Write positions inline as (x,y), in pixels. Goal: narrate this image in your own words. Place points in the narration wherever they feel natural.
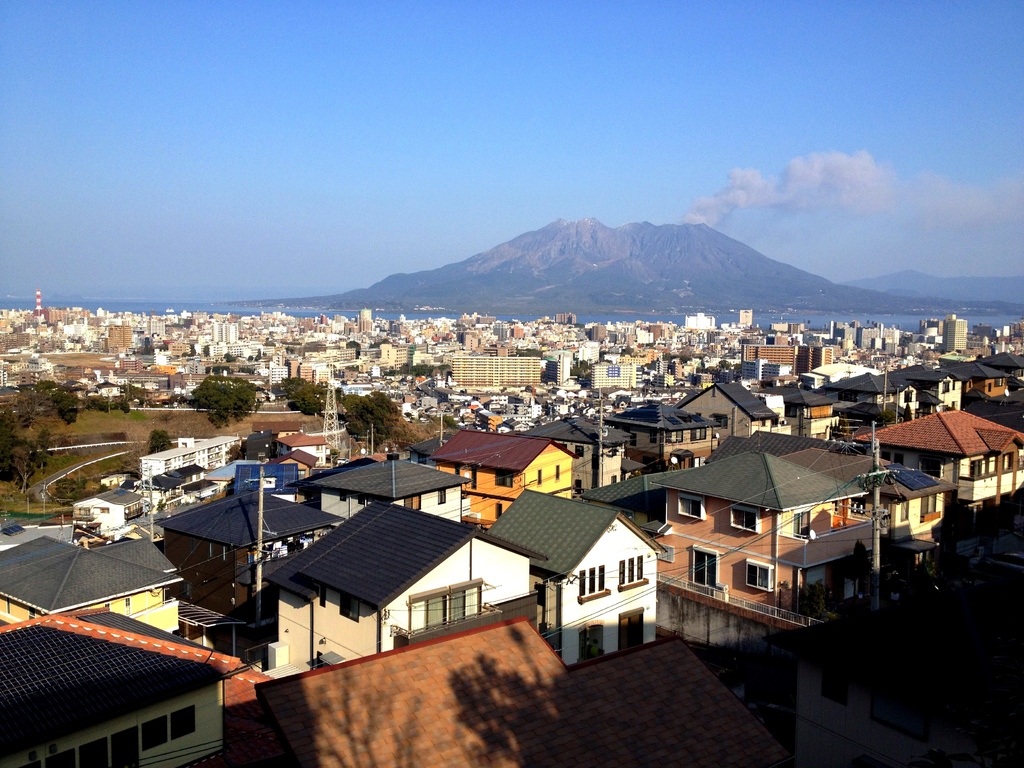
In this image there are many buildings (463,477), trees (350,416). In the background (415,290) there are hills (671,276). The sky (328,288) is clear.
